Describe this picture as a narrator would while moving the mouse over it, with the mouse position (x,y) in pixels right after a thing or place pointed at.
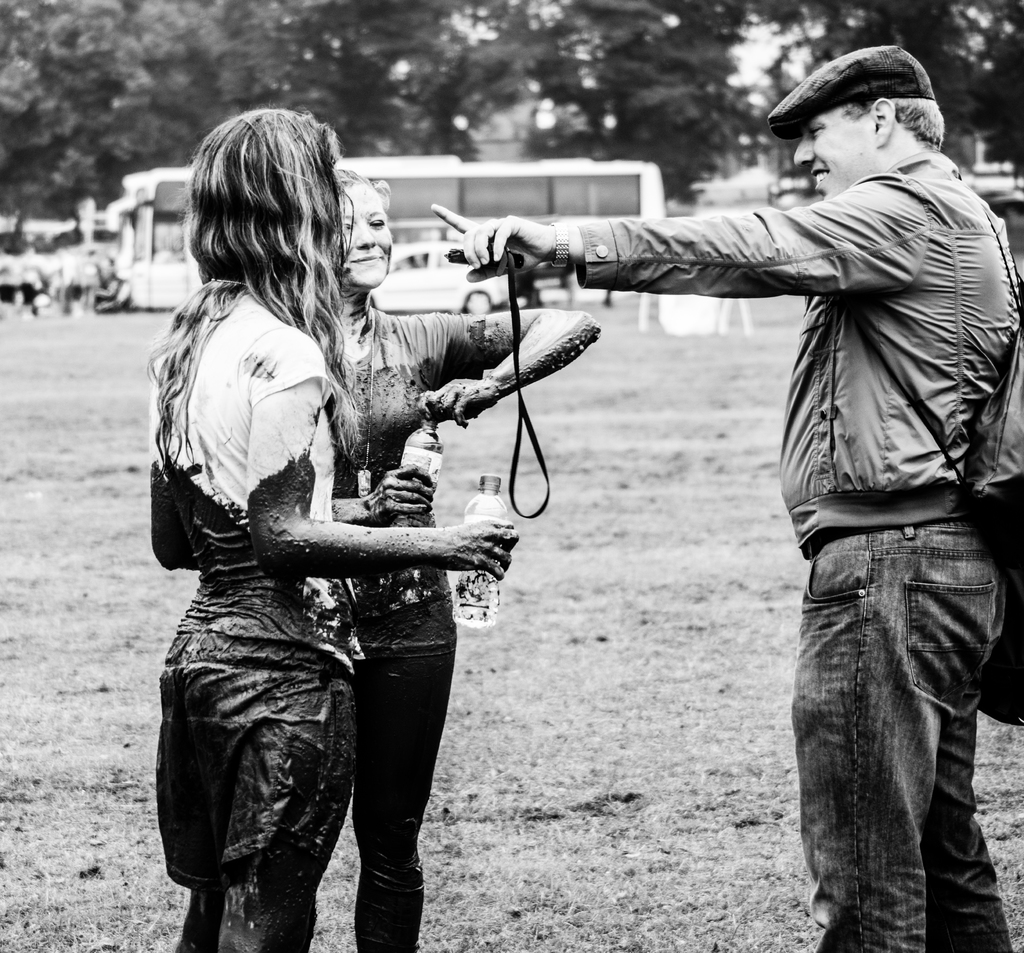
It looks like a black and white picture. We can see there are three people (361,421) standing and two women (344,488) holding the bottles (437,454) and a person (761,251) is holding an object (509,268). Behind the people (348,322) there are vehicles (435,193), trees (171,54) and some blurred objects (40,283).
